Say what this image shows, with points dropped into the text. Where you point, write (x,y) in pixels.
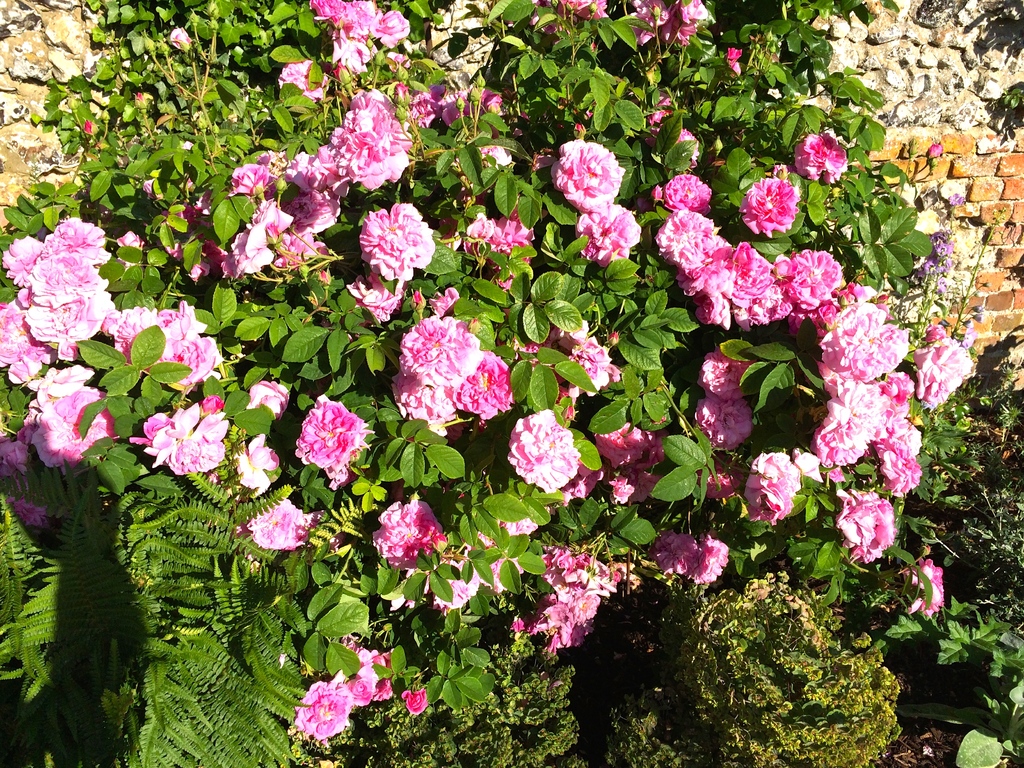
In this image there are some plants (446,436) as we can see at middle of this image (529,287) and bottom of this image (609,763) and there is a wall (920,202) at right side of this image (961,245) and there are some flowers (349,418) in middle of this image (387,310).
